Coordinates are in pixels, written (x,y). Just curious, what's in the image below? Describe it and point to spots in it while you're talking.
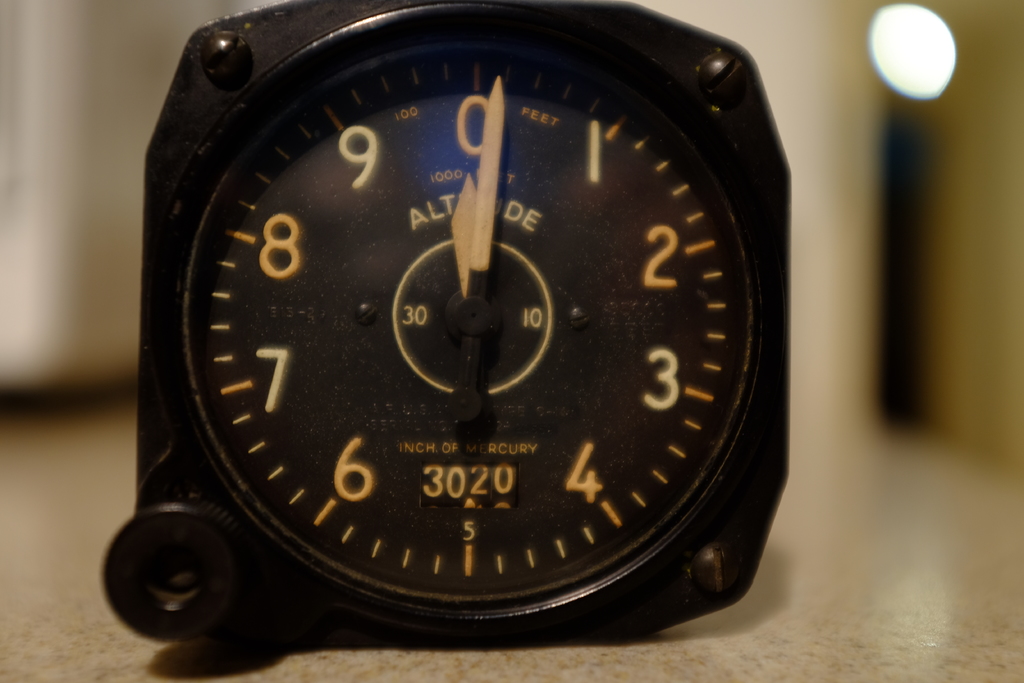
In this image we can see an altimeter dial (572,237) placed on the concrete surface (847,490).
